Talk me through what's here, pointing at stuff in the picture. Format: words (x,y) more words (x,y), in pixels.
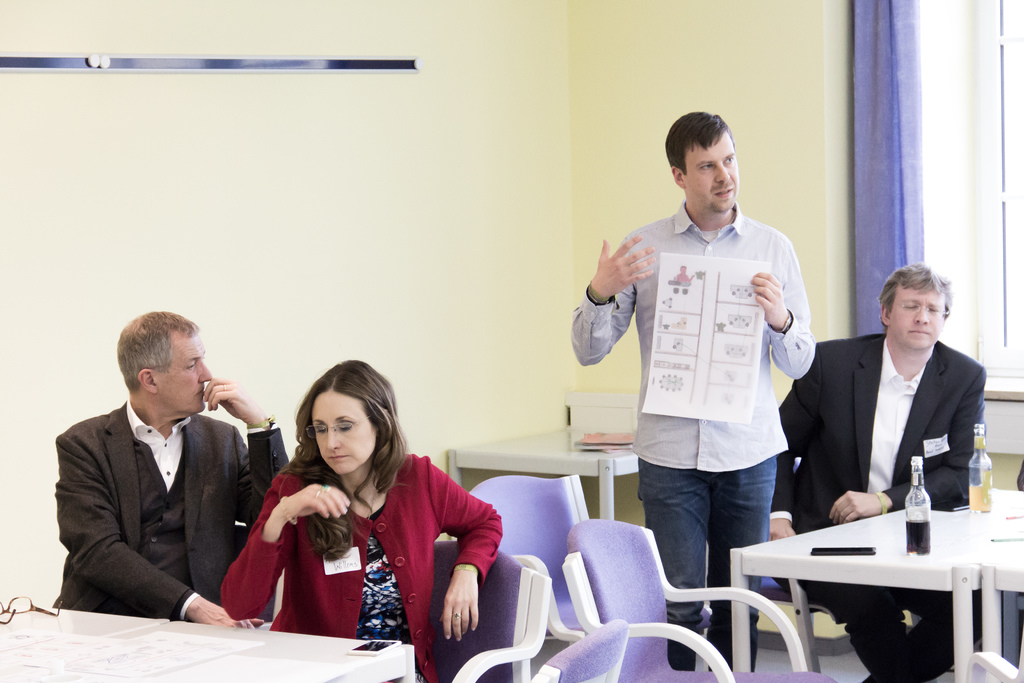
This man (693,525) is standing and holding a paper (746,327). This 3 persons (376,529) are sitting on a chair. In-front of this person (922,394) there is a table (933,568). On a table (881,543) there is a mobile (867,552) and bottles (928,498). This is window (973,80) with curtain (882,160). The wall (489,195) is in cream color. This woman (382,459) wore red jacket (408,502) and spectacles (349,425). In-front of this woman (343,532) there is a table (273,672). On a table (266,659) there are papers (87,654) and spectacles (13,602). On this table (538,453) there is a file (603,447).
